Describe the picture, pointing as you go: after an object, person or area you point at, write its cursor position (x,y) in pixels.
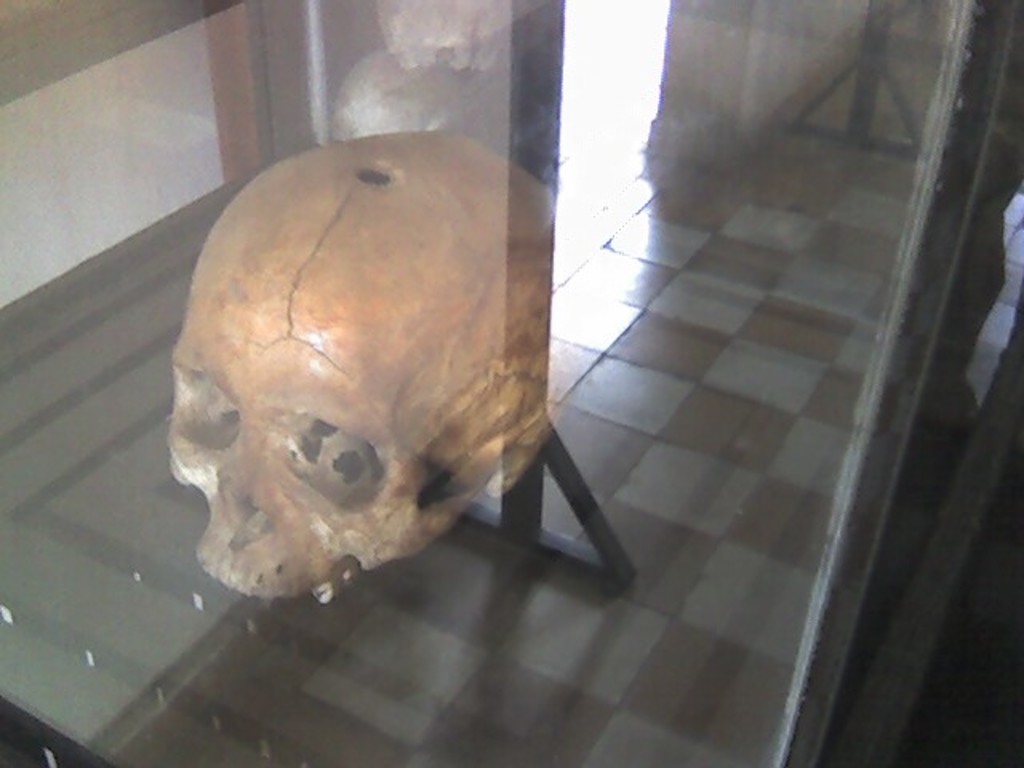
Inside a glass (825,62) there is a skull (424,300) and the floor (714,302) of room (762,314) is made up of tiles (696,366).
